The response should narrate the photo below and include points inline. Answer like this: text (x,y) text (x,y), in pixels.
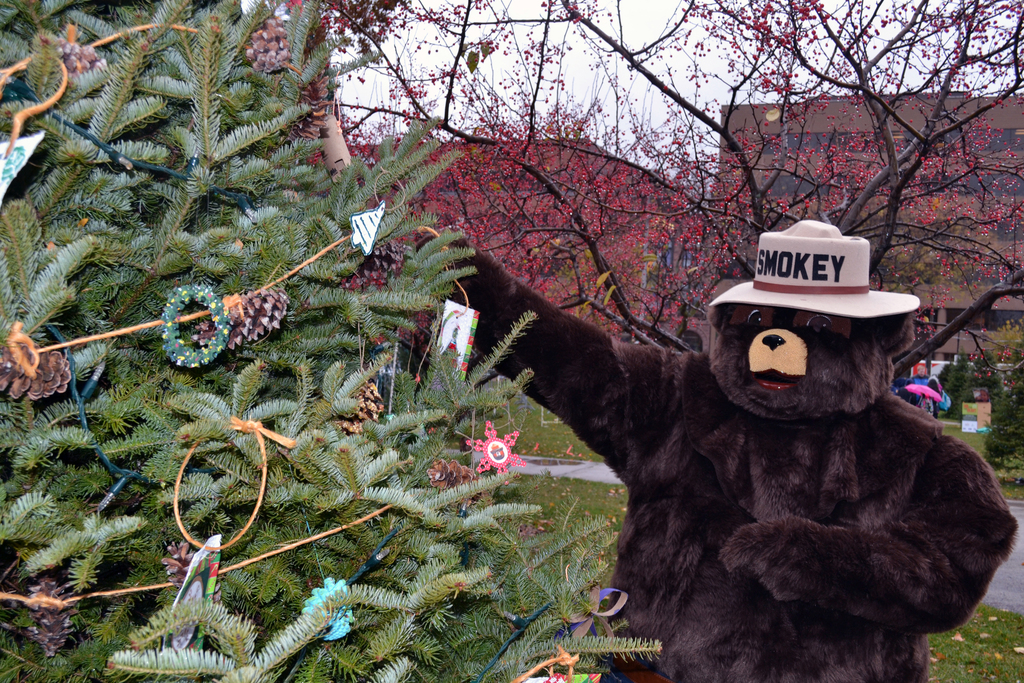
In this picture there is a person (824,362) with bear costume (835,488). At the back (1009,195) there are buildings (1009,195) and trees (875,59) and there is a board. On the left side of the image (156,351) there is a Christmas tree (273,580). At the top (485,15) there is sky (449,17). At the bottom (1019,521) there is grass (1023,656) and there is a road (1019,561).
